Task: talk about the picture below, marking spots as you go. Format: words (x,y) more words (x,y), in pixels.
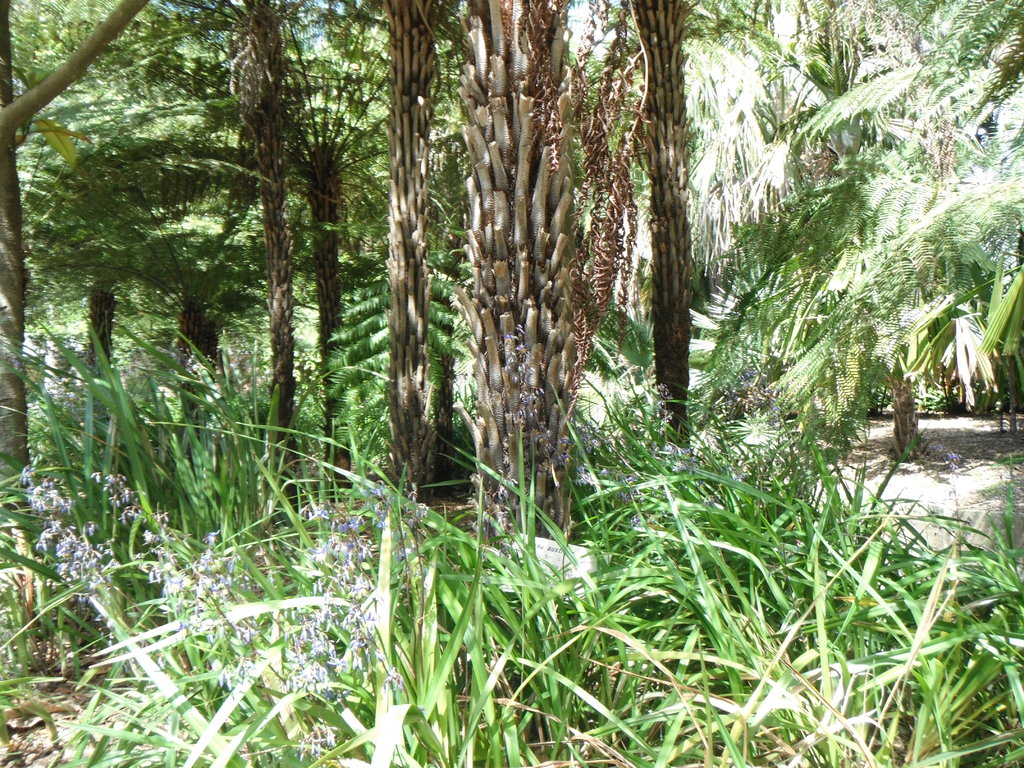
There are many plants (280,509). On the plants (383,596) there are flowers (342,624). Also there are many trees (788,210).
